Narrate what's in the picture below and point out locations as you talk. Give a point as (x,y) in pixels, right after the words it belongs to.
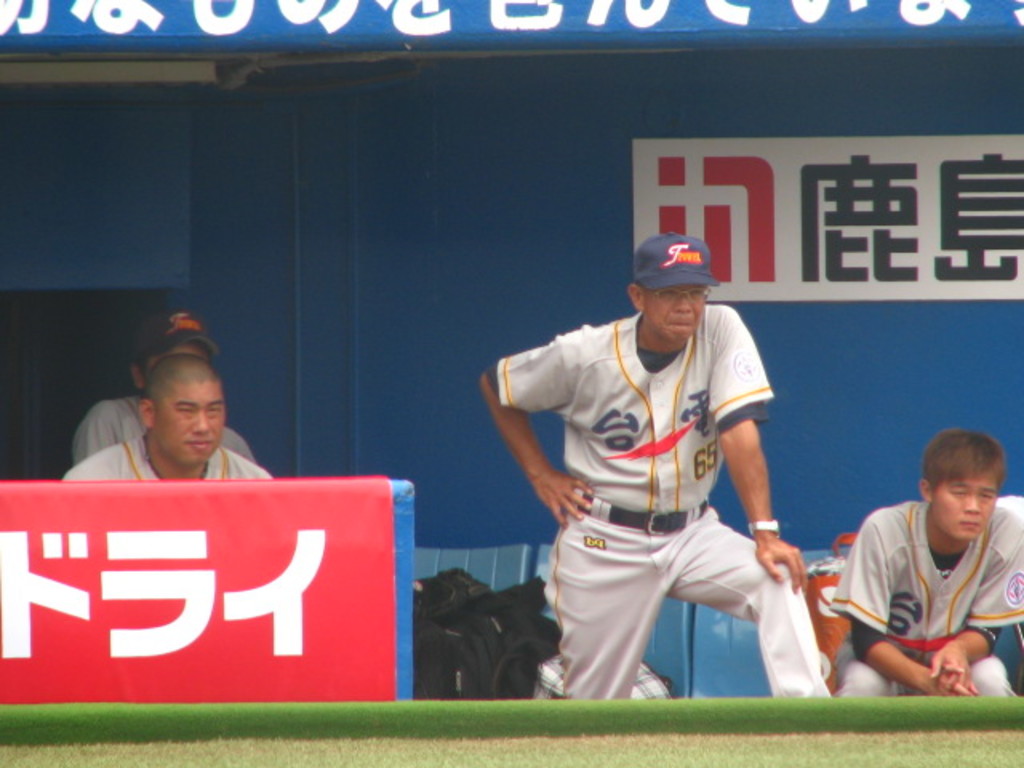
This image consists of four persons (616,617). They are wearing sports dresses (591,580) in white color. On the left (168,653), we can see a board (330,597). In the background (340,204), the wall (599,200) is in blue color. At the bottom (699,703), there is green grass (676,752) on the ground (567,752).
